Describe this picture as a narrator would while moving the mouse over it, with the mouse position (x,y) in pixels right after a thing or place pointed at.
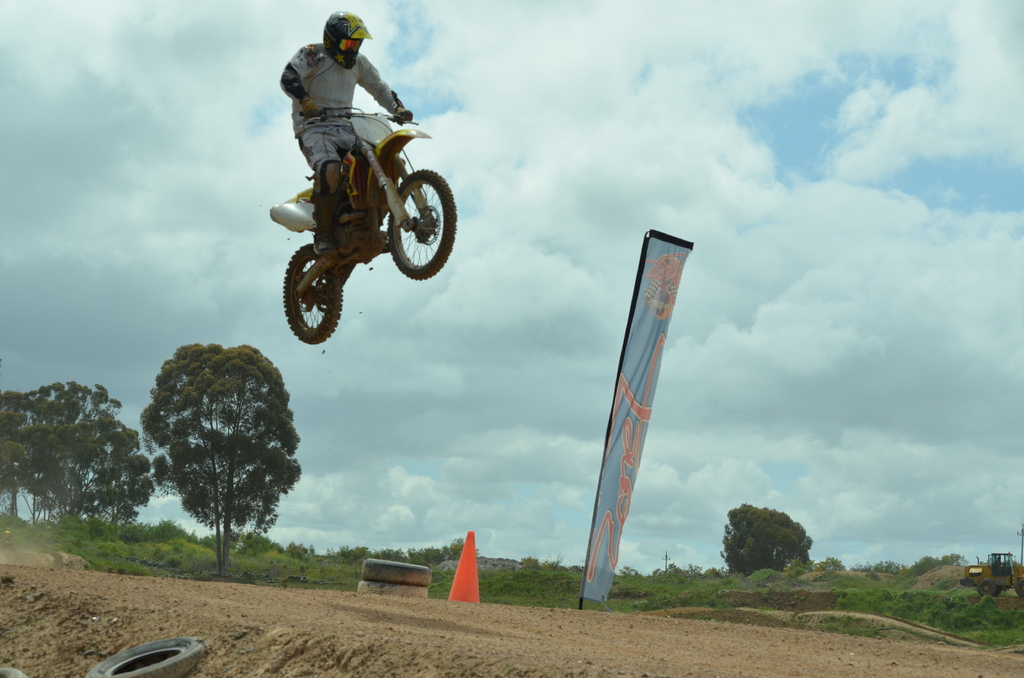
This picture is clicked outside the city. In the foreground (290,606) we can see the tires (162,656) and some other items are placed on the ground (536,664). At the top (336,67) there is a person (338,68) in the air with the bike (381,223). In the background (528,247) we can see the sky (577,249) which is full of clouds (950,464) and we can see the green grass (835,580), plants (895,567), trees (63,436) and a vehicle (969,572).
